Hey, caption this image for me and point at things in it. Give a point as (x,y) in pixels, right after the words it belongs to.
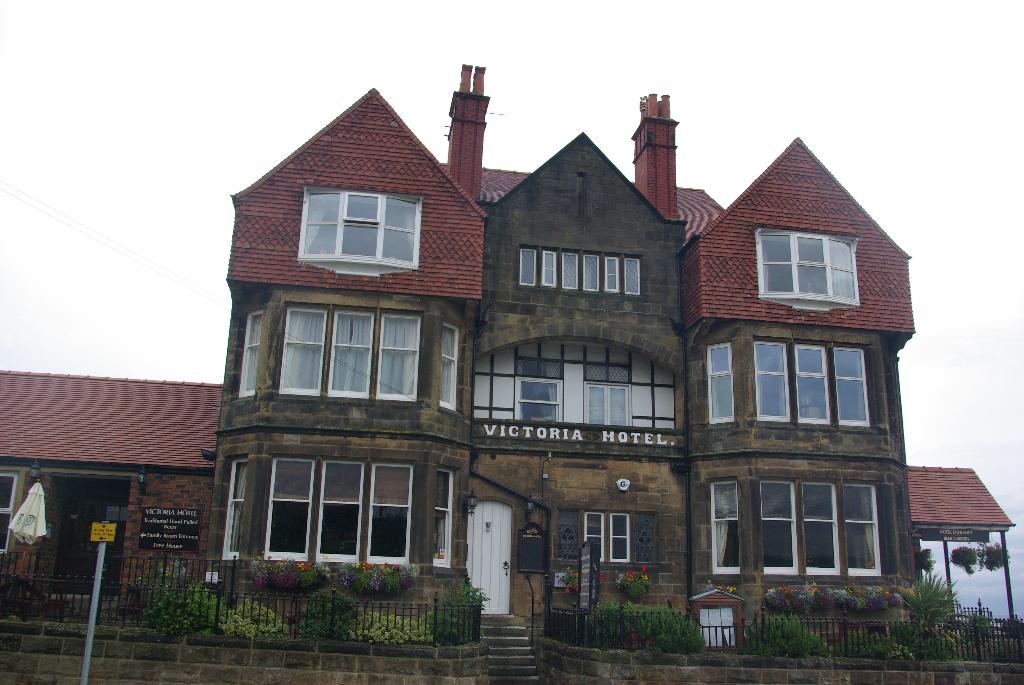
In this image I can see a yellow color board (103,536) attached to the pole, I can also see a railing (217,602), few plants (661,630) in green color, a building (536,602) in cream and maroon color. I can also see few windows (862,505), background (304,103) the sky (136,197) is white color.
